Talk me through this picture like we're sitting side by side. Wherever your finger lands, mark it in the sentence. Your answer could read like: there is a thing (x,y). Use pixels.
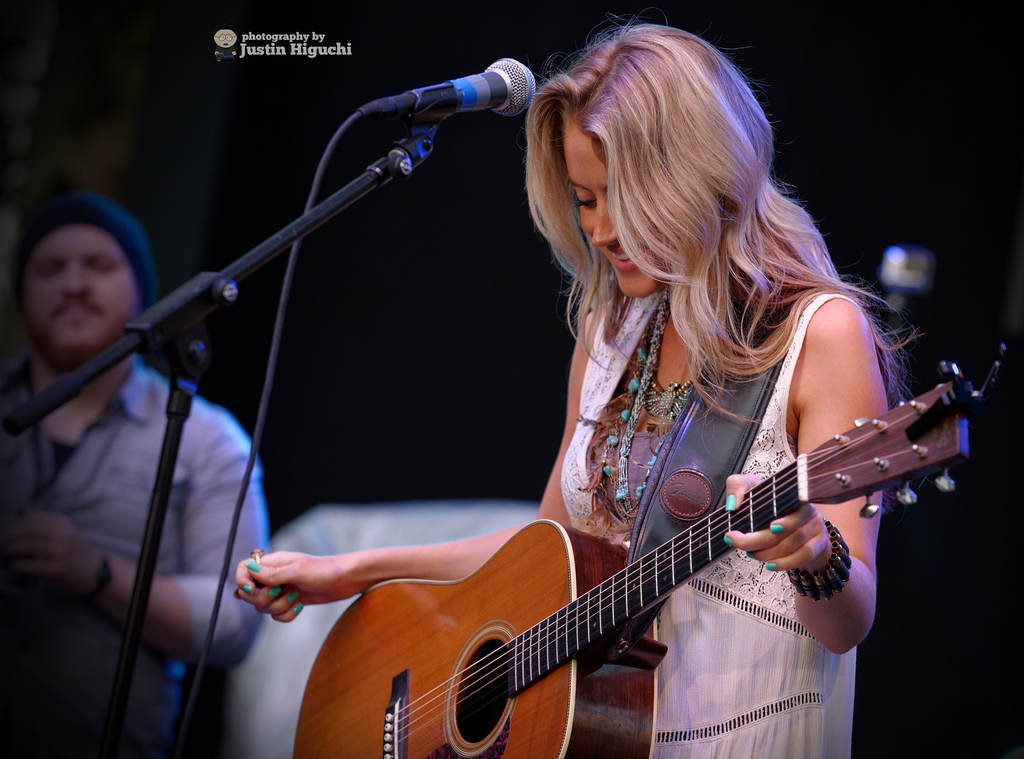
A woman (779,564) is standing and also playing the guitar (694,572). There is a microphone (501,82) at the left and a man (133,744) is standing at the left side (198,599).
